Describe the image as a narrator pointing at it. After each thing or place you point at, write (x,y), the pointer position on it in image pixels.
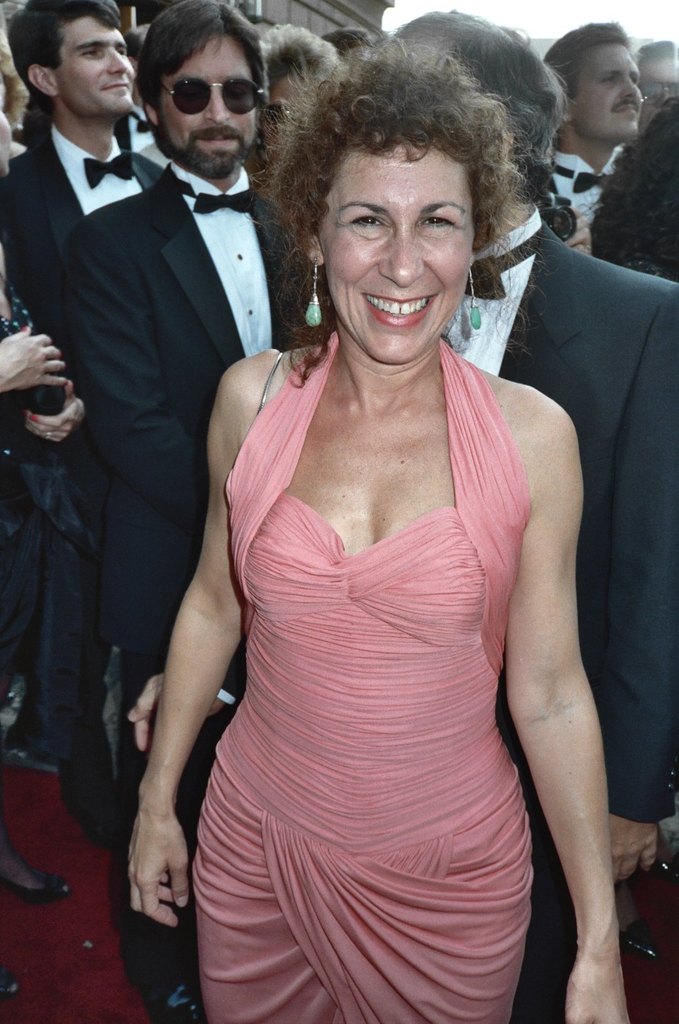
In this image we can see few persons (391,472) are standing, one lady (323,520) is wearing a pink color dress (391,705), behind her few persons (601,257) are wearing black and white suits (199,218).
